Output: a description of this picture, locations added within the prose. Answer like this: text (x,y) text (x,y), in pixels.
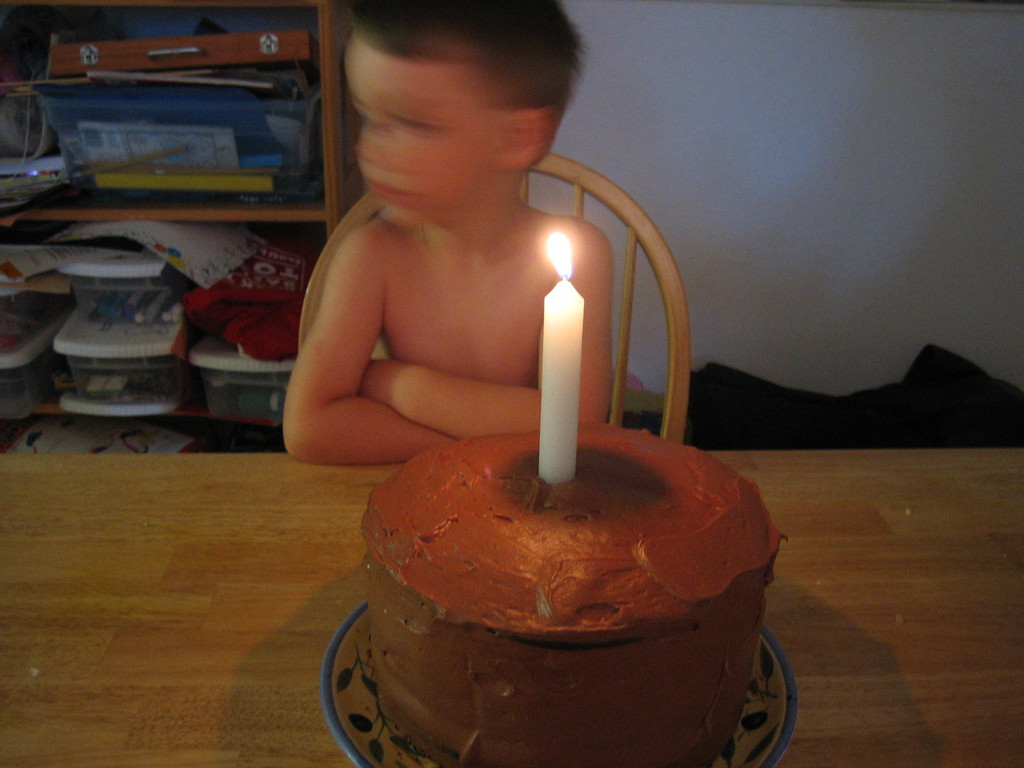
In this image we can see a cake (590,445) with candle (567,253) is kept on the plate (750,715) which is placed on the wooden table (278,570). Here we can see the blurred face (507,112) of a child (449,299) sitting on the chair (624,357). In the background (182,362), we can see books (278,163) and boxes (4,345) kept on the wooden cupboard (253,209) and we can see the wall (858,312).
